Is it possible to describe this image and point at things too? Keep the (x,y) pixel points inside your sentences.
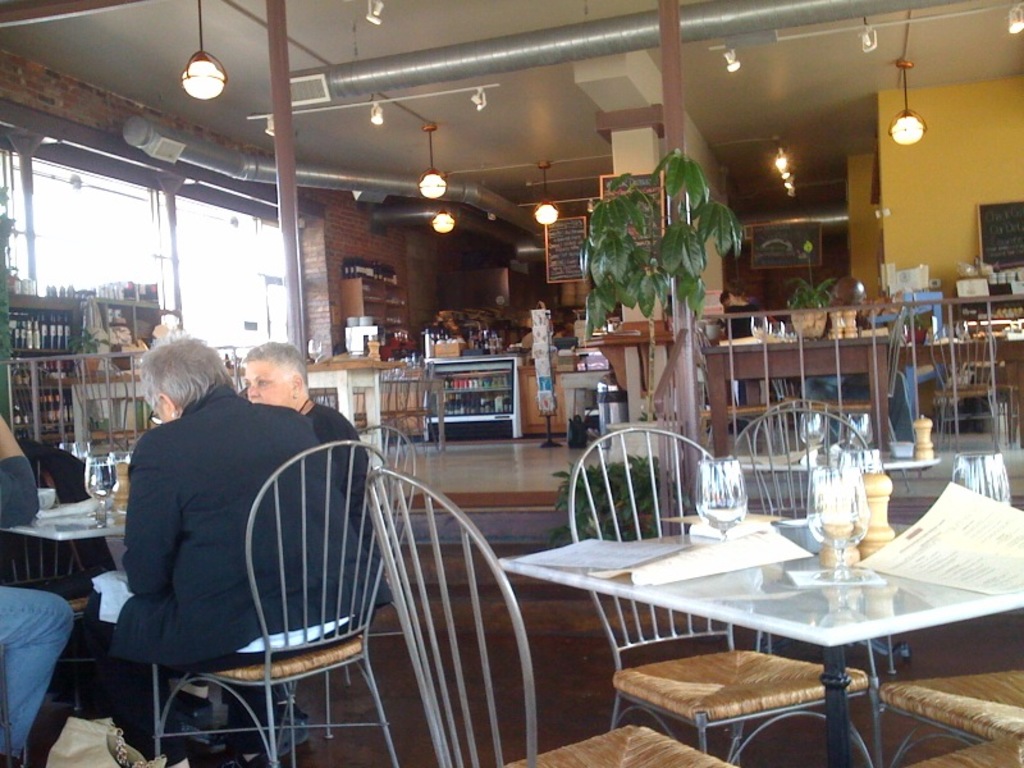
On the left side of this image (242,469) I can see few people (188,515) sitting on the chairs (246,675) around the table (59,532). On the right side of this image (796,616) there is an another table (814,608) having chairs (604,735) around it. In the background (938,172) I can see a wall (933,193). And there are some tables (345,406) and some objects (360,346) are placed on it. It seems to be like a restaurant (541,310). On the left middle of the image (39,336) there is a rack (67,425) having some bottles (31,332) in it. On the top (223,88) I can see lights (431,189). In the middle of the image (606,501) there is a plant (624,515) on the floor (457,578).
